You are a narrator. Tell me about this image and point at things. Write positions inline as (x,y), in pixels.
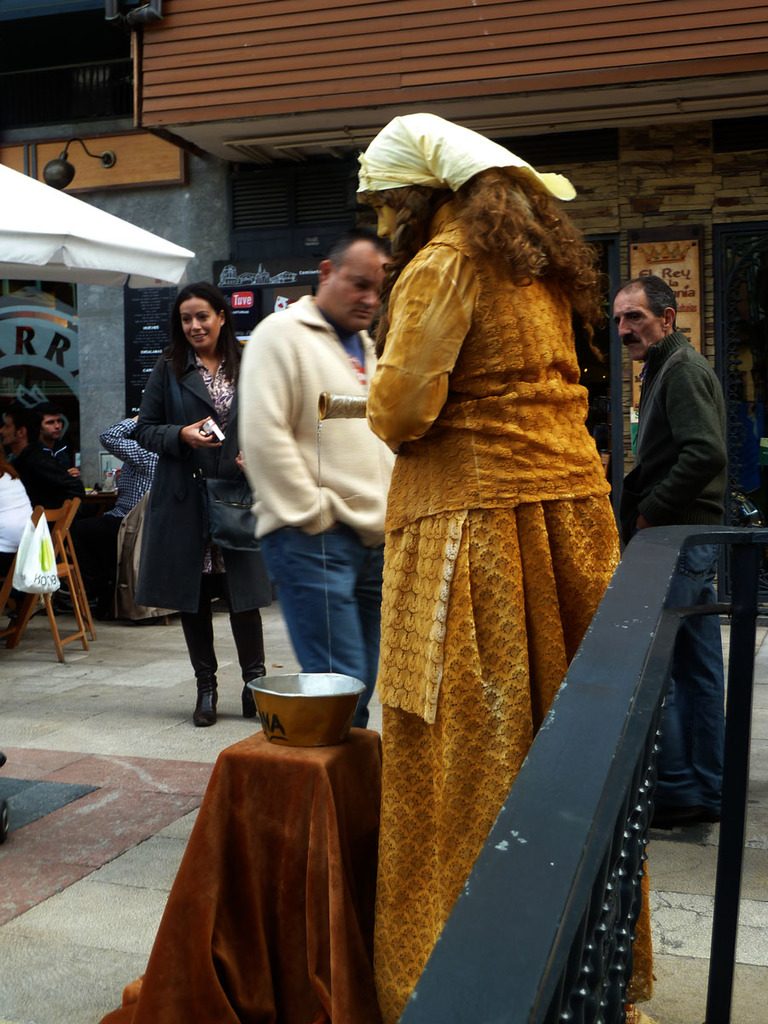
In this image I can see few people (310,460). There are chairs (78,584) and there is a bowl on an object (223,787). Also there is a grille (611,787) and in the background (294,151) there are buildings (317,129).
